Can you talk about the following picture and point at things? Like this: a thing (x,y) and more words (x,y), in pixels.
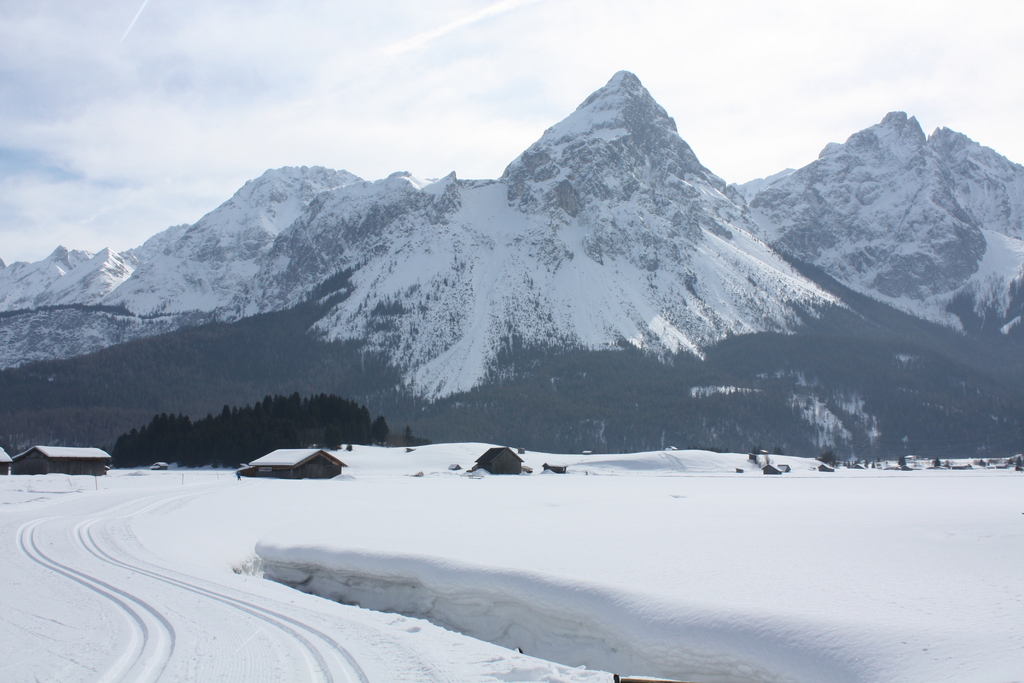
In the foreground of this image (572,596), there is snow (412,590). In the middle (350,438), there are houses (519,459) and trees (591,447). At the top (641,179), there are mountains (266,192), sky (176,124) and the cloud (283,131).
